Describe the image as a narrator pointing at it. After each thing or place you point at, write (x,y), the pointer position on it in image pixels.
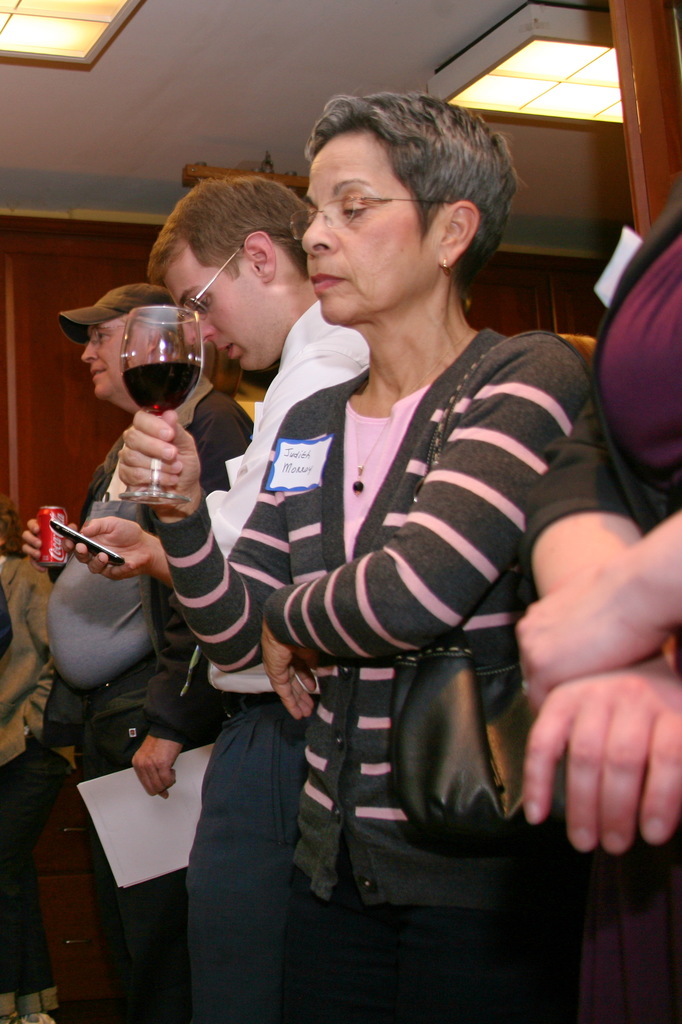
In the center of the image (307,424) there are persons (466,410) standing on the floor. On the left side of the image (47,1016) we can see girl (37,893) standing at the wall (25,503). In the background (8,378) there is a wall (19,510), lights (496,81) and ceiling (118,81).
